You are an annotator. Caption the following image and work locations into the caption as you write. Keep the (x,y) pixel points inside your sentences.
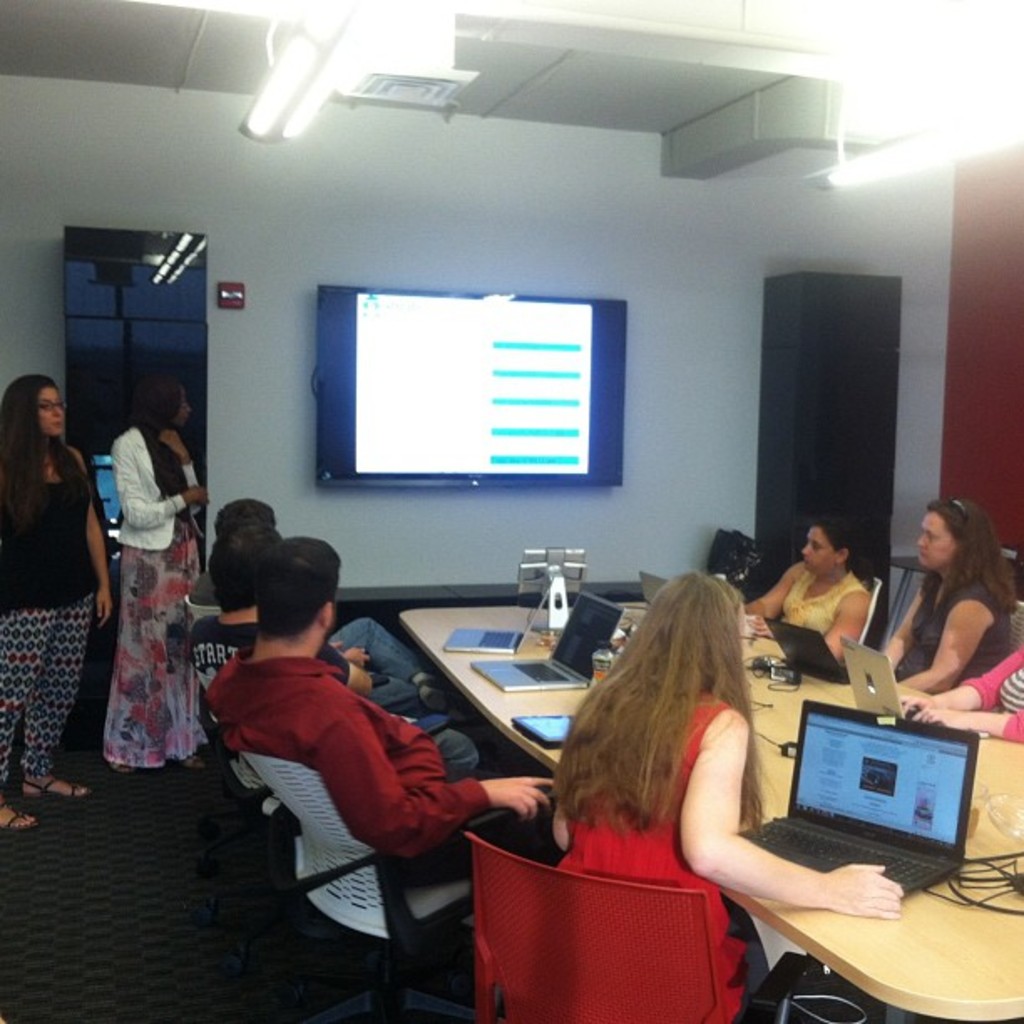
In this image we can see some group of persons (584,777) sitting on chairs (432,923) around table (790,730) on which there are some laptops (596,642) and other items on table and in the background of the image (425,355) there is projector screen (539,323), on left side of the image (172,652) there are two persons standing and top of the image (793,140) there is roof (591,79), lights (298,55).
